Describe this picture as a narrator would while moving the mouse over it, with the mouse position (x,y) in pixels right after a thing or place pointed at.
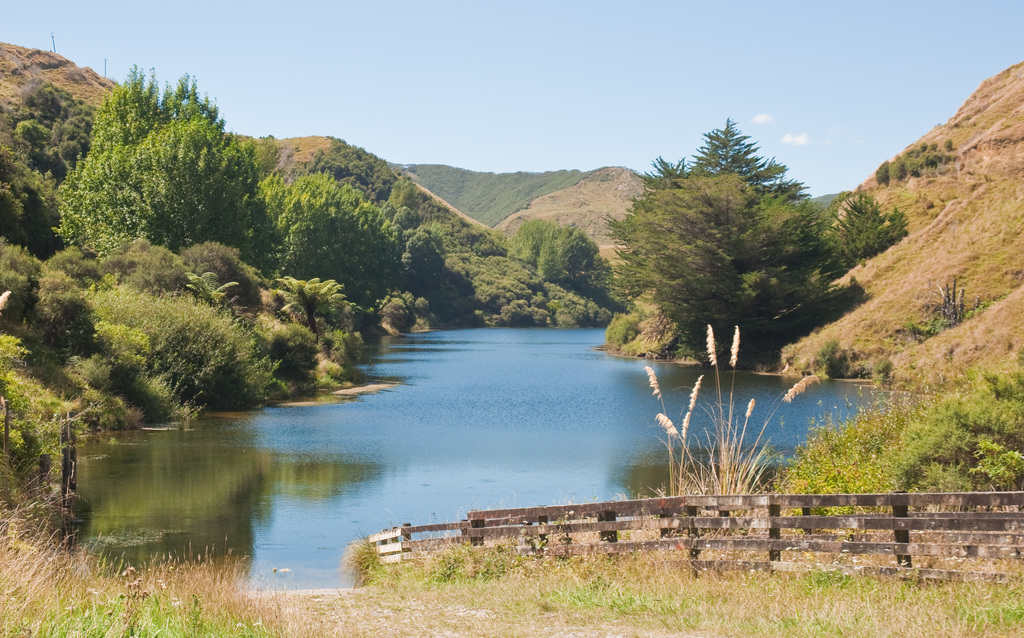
In this image I can see grass (446,586) in the front (127,616) and in the center of this image (432,356) I can see water (402,347). Both side of the water (471,411) I can see number of trees (696,241) and in the background (433,122) I can see clouds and the sky (505,63).
